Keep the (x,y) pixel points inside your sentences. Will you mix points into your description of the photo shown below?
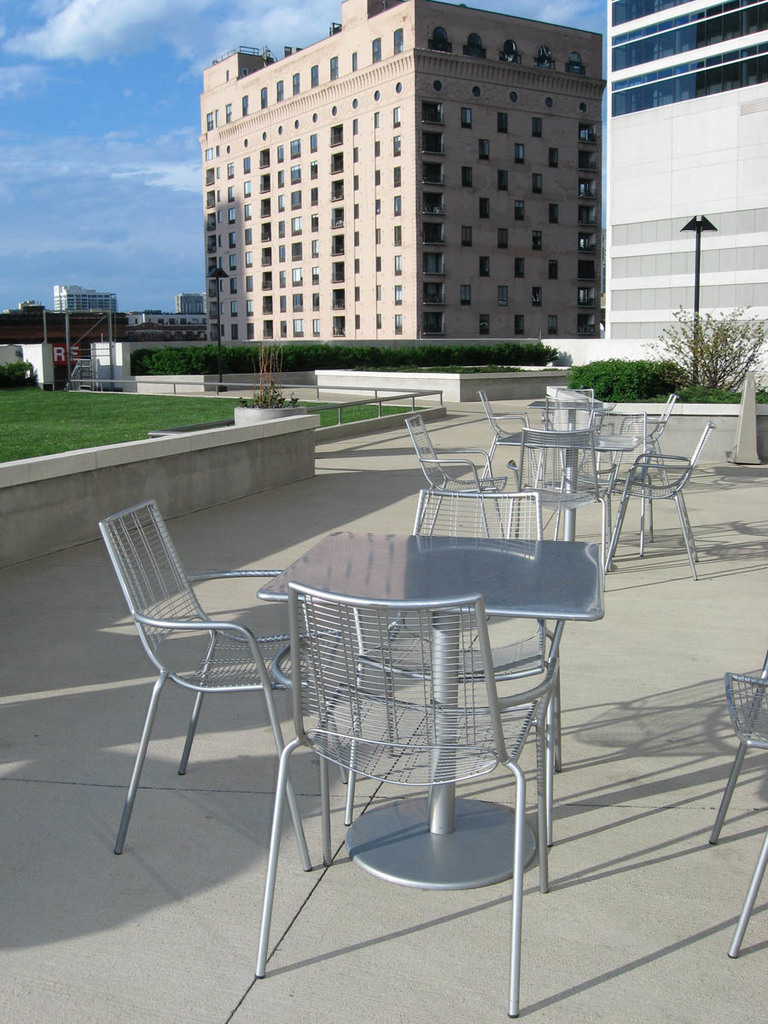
In the foreground (436,571) I can see tables (449,636) and chairs (390,753) on the floor (713,680). In the background (273,394) I can see a fence (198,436), grass (63,417), plants (388,357) and buildings (367,298). On the top left (167,152) I can see the sky (84,134). This image is taken during a sunny day.
